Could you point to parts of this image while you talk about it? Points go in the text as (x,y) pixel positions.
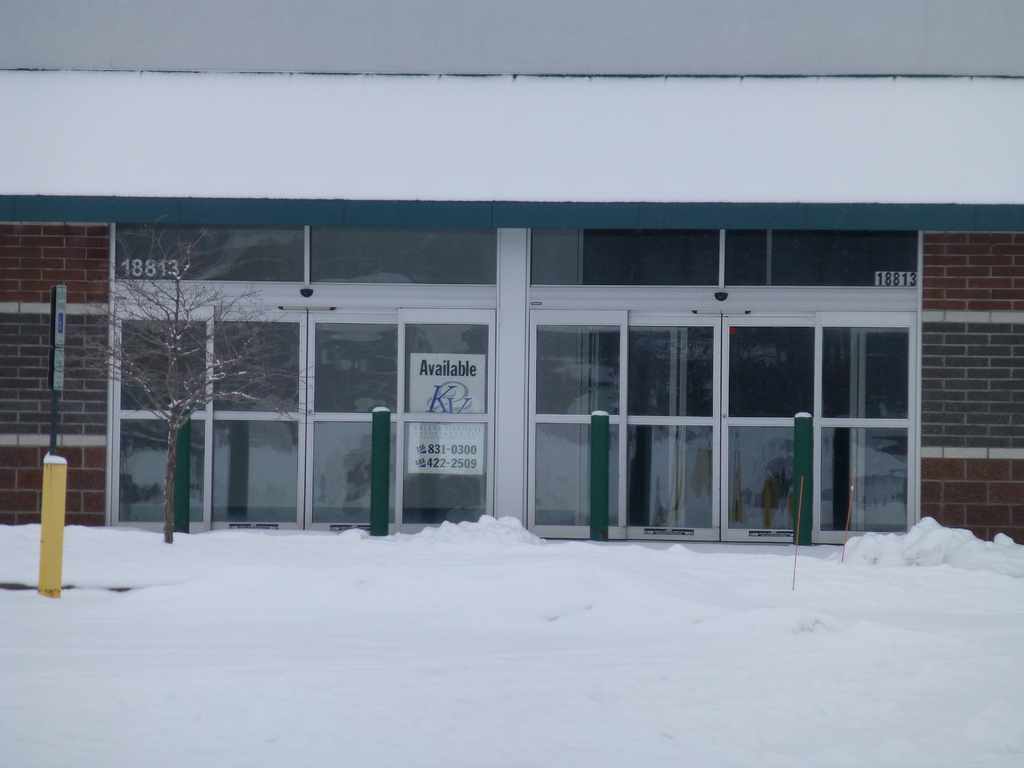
In this picture we can see an entrance (825,413) of a place (497,253) made with glass (232,262) and brick walls (78,327) surrounded by ice (201,755).
